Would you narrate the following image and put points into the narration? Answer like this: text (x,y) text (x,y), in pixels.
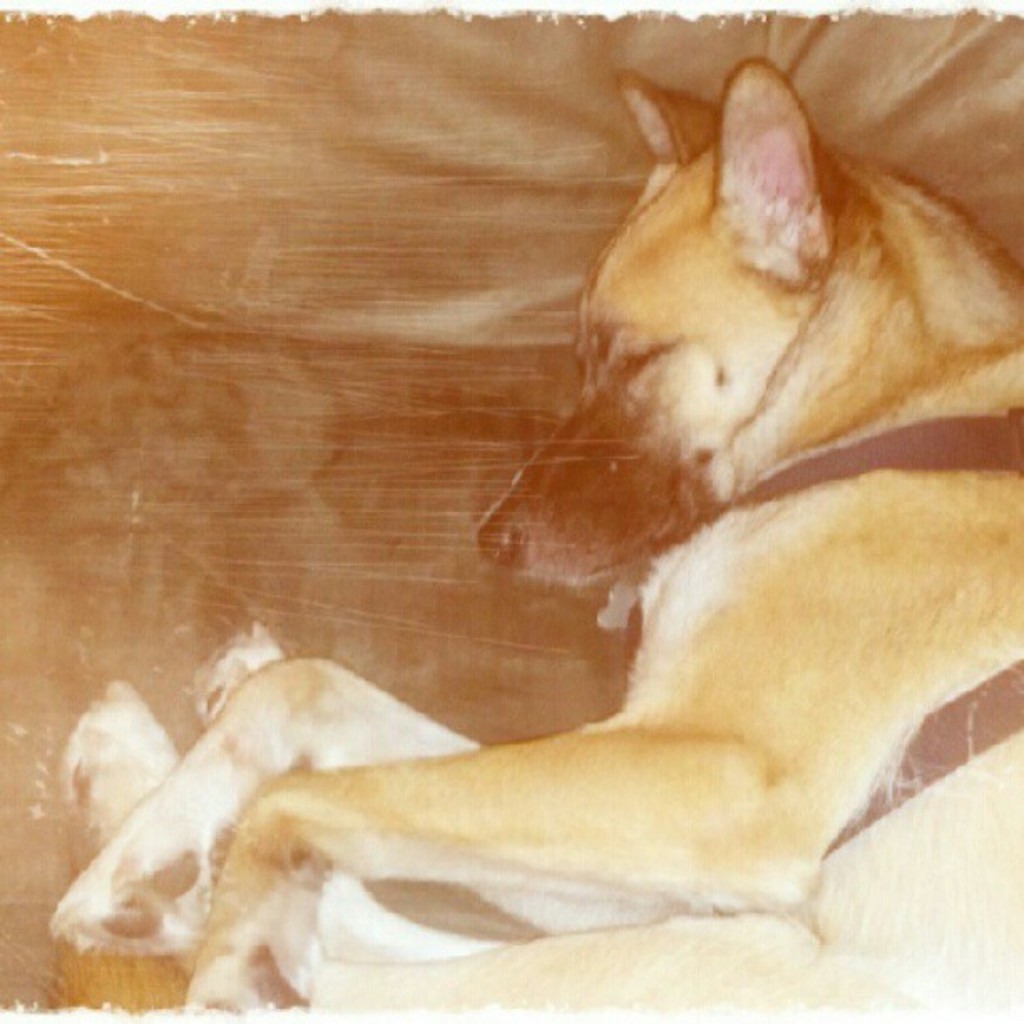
In this picture we can see a dog (566,476) and it is lying.
